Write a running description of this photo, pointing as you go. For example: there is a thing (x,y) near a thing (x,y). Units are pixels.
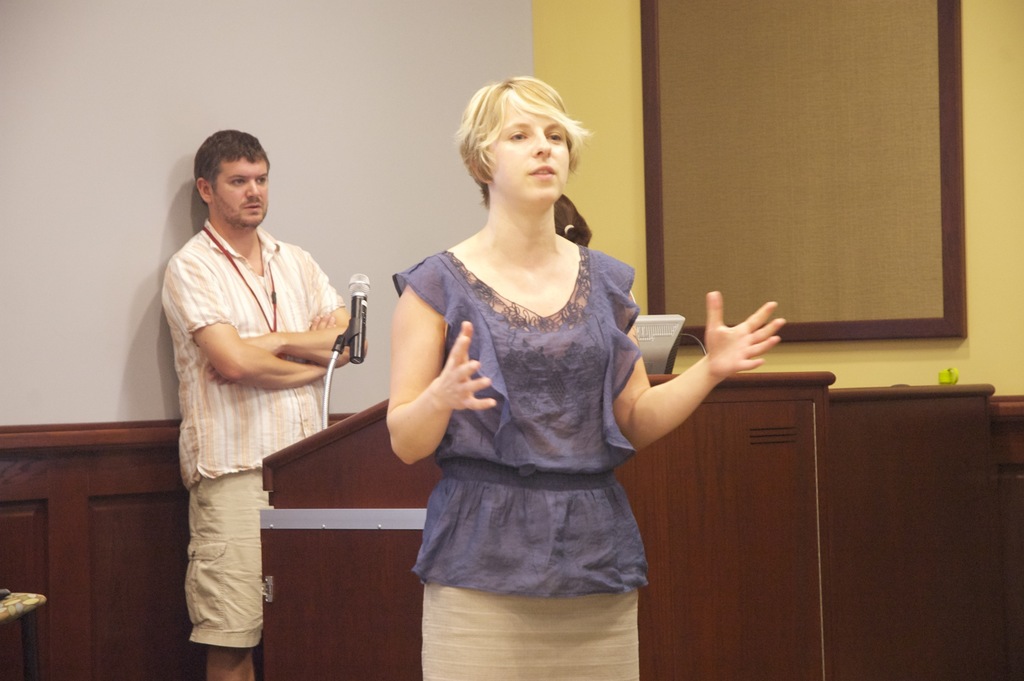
Here we can see two people (532,215). Podium (339,439) with mic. This is white background (171,233).
